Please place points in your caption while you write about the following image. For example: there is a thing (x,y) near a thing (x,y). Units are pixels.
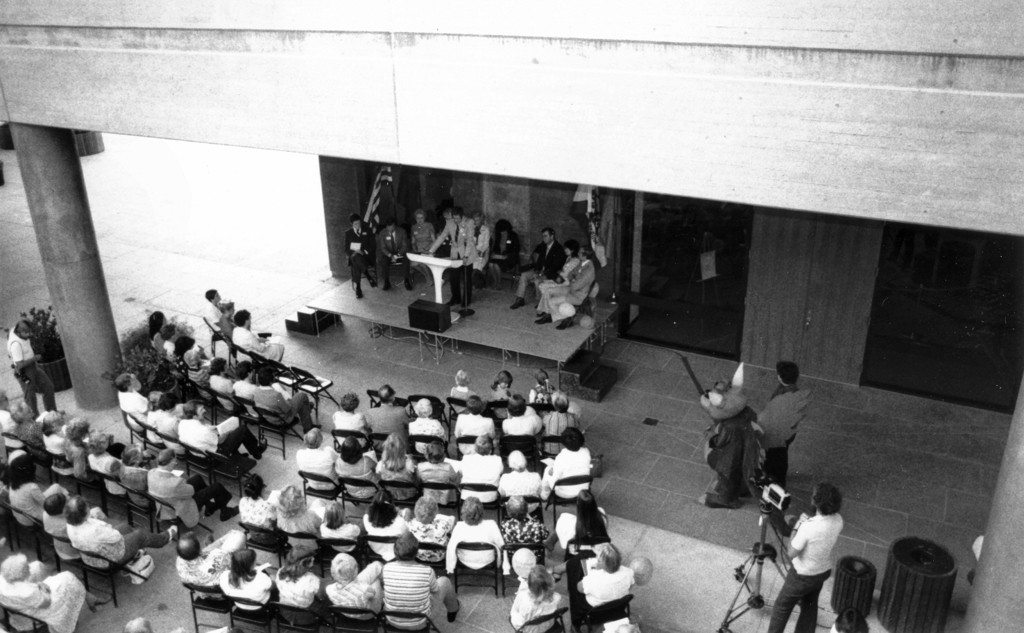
This is a black and white picture. Here, we see many people (300,510) sitting on the chairs (427,563) and listening to the man (450,292) talking on the opposite side who is standing near the podium (439,264). Behind him, we see people (543,307) sitting on the chairs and we even see flags (391,180). At the top of the picture (400,95), we see the roof (639,101) of the building (84,287). On the left corner of the picture (85,285), we see pillar (100,304) and on the right corner of the picture (865,578), we see garbage bins (925,614) and a camera stand (765,505).
